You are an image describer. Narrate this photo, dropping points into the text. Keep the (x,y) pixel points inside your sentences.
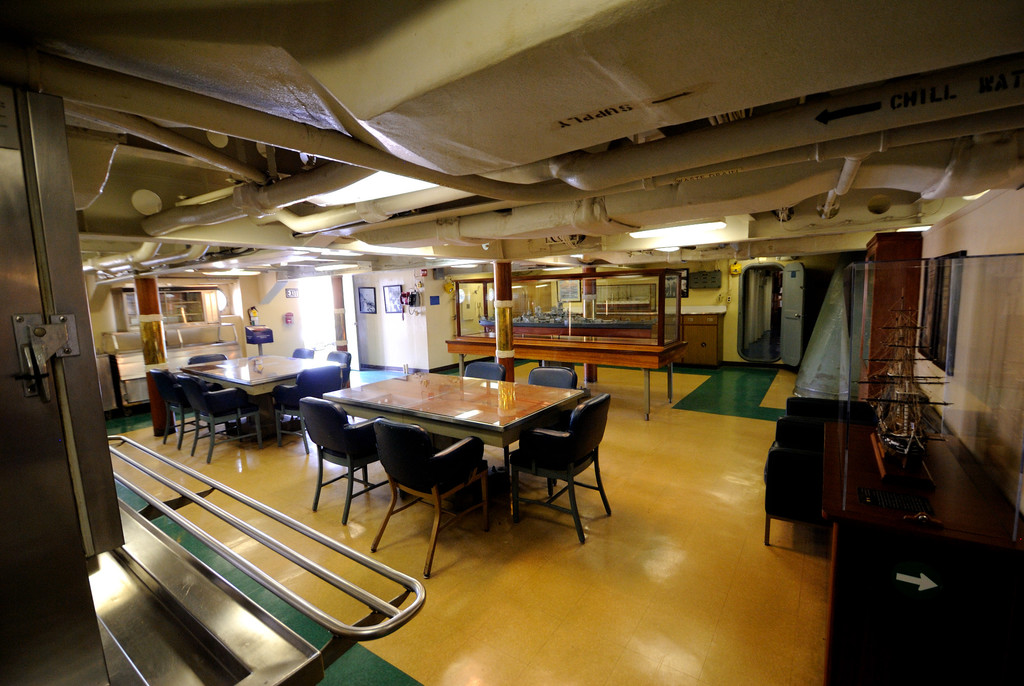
This picture describe about the view of the hall (276,326). In the front (309,372) we can see wooden tables (249,369) with chairs (538,451). Behind we can see big glass box (557,331). Above we can see some pipe (244,166) and duct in the ceiling (463,206).
